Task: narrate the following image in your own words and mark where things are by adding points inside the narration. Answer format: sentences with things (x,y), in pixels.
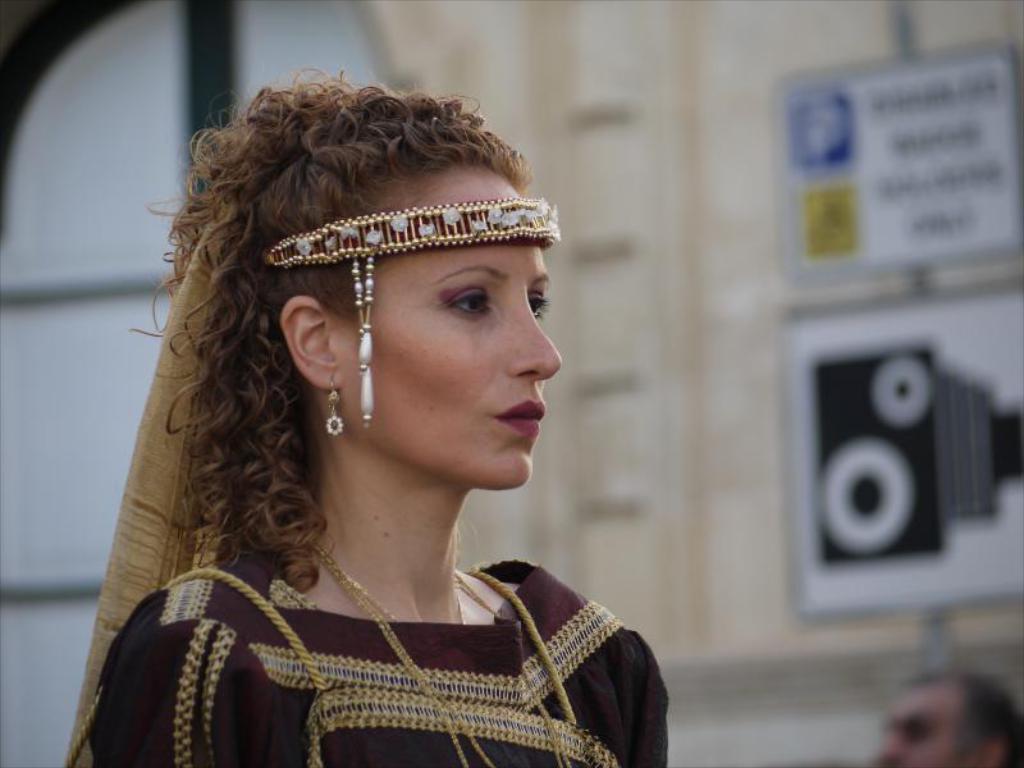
In this image there is a girl (410,605) who is wearing the costume (467,689). There is a hair band (380,234) to her forehead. In the background (575,226) there is a wall (578,111). On the right side (876,207) there are two boards (907,365) which are fixed to the pole (895,29).
